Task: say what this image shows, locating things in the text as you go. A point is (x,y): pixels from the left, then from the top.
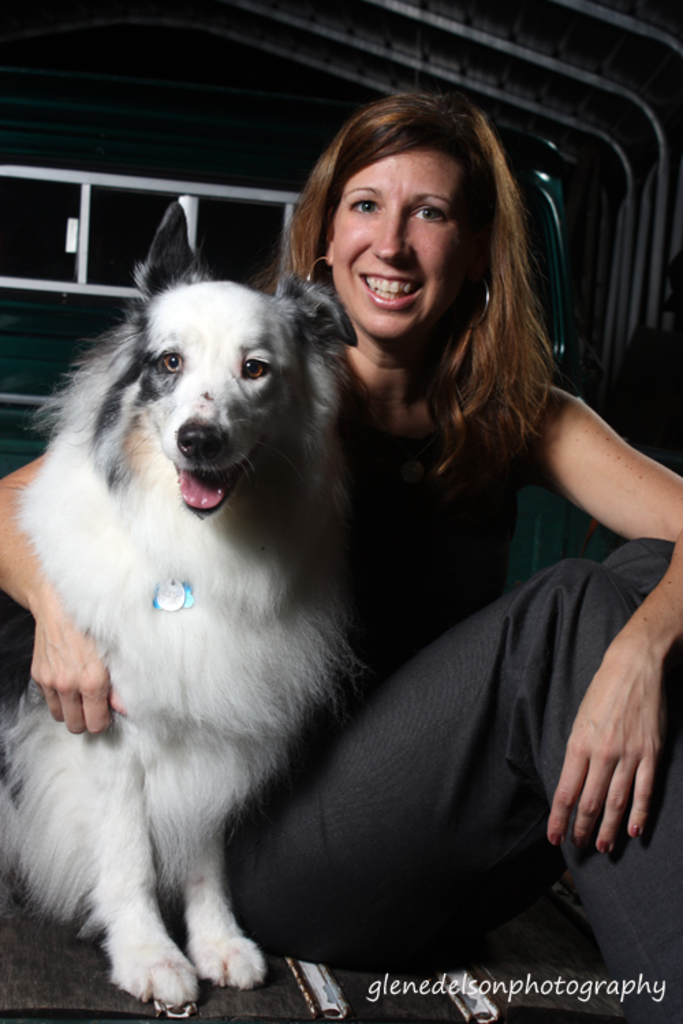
Woman (416,601) sitting near the dog (204,634).
